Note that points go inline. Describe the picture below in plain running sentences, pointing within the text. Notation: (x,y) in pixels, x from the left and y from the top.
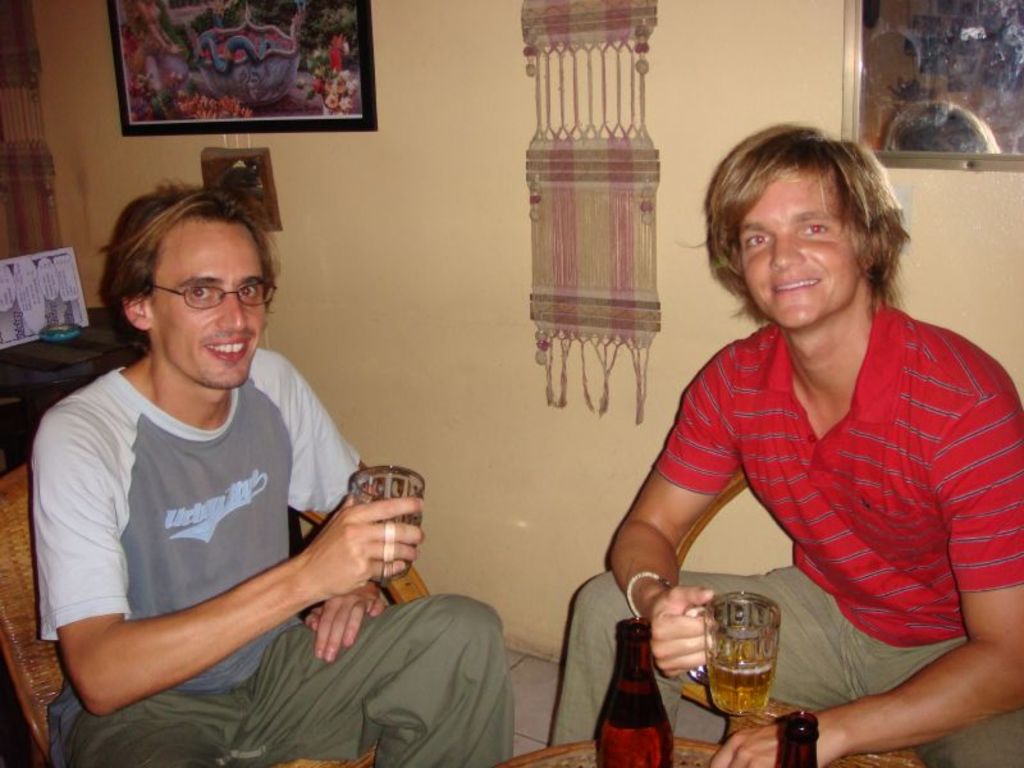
Here we can see two persons (727,203) are sitting on the chair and smiling, and holding a beer mug (398,498) in the hand (403,540), and here is the wall (403,293) and photo frame (250,88) on it.
